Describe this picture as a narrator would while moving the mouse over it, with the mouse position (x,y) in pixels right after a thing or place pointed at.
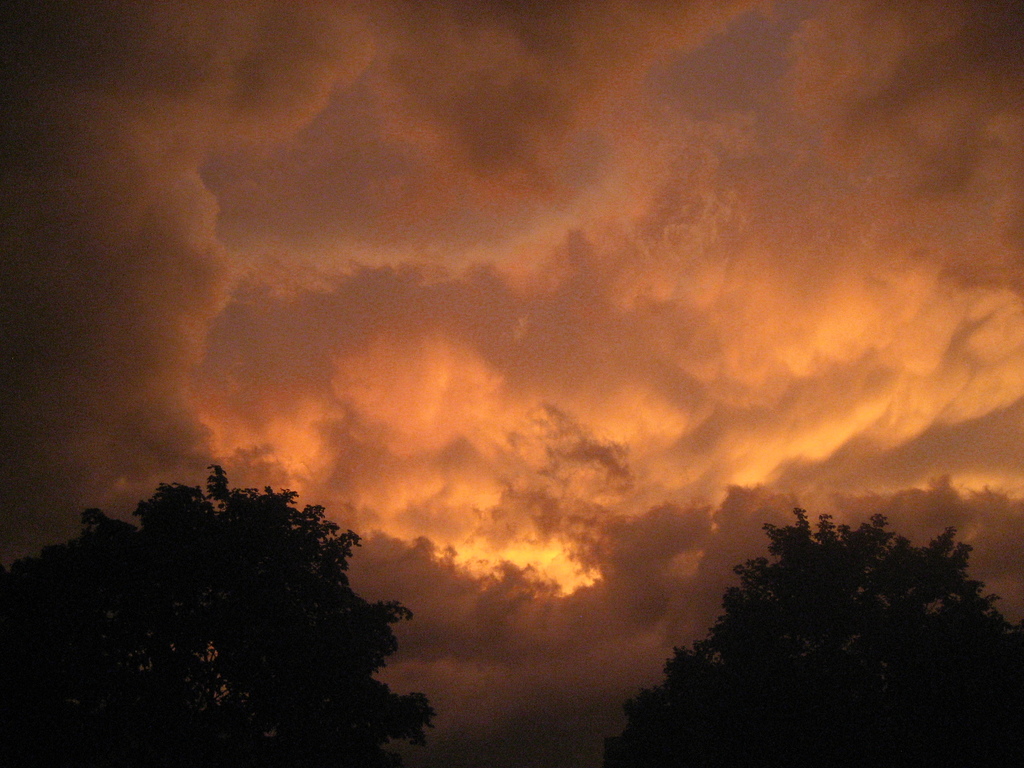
In this image we can see trees (276,633) and the sky (567,518) with clouds (471,281).
